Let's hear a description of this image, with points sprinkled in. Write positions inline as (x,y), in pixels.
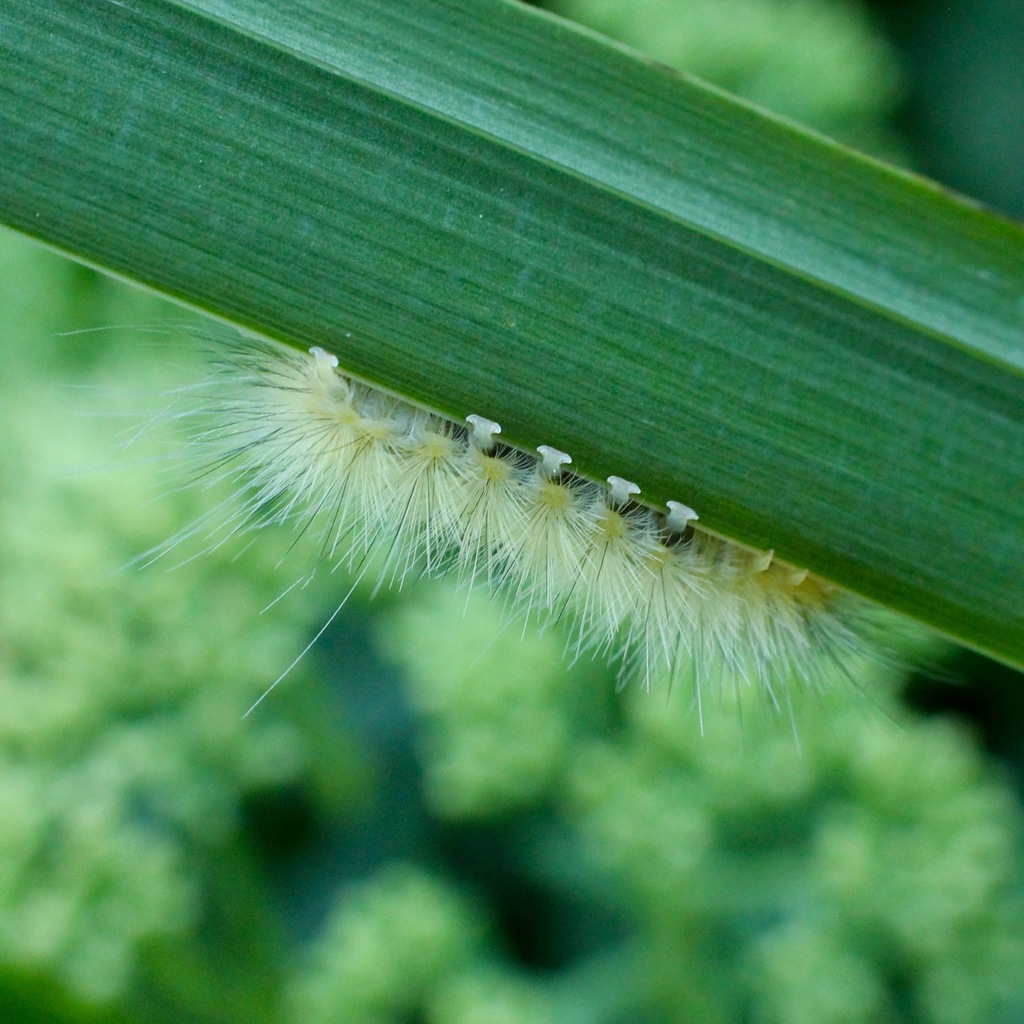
In this picture I can see a caterpillar (380,492) on the leaf (234,182) and looks like few trees (610,805) in the background (610,805).
